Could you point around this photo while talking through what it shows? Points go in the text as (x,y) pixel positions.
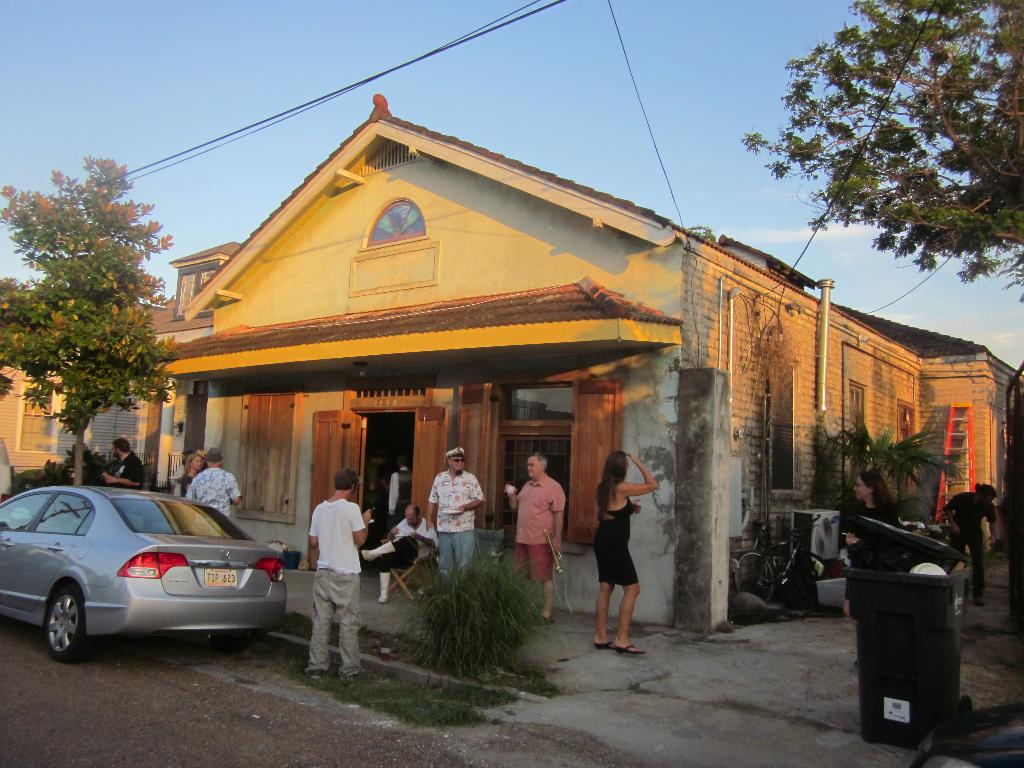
In this image there is a car (118,573) on a road (251,707), beside the car (118,573) there people (321,560) standing and a man (421,557) sitting on a chair (405,569), in the background (395,347) there are houses (277,348), trees (876,167) and the sky (505,75), on the bottom right (915,671) there is a dustbin (899,657).
